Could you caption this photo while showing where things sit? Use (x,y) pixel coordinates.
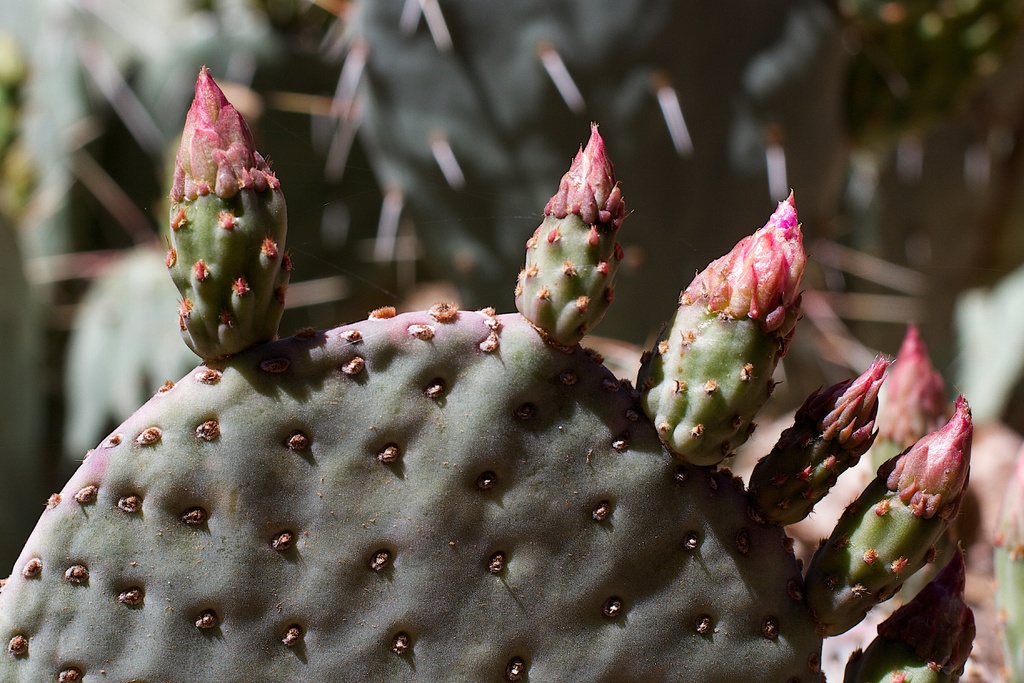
In this image i can see pear cactus bud (199,174).
